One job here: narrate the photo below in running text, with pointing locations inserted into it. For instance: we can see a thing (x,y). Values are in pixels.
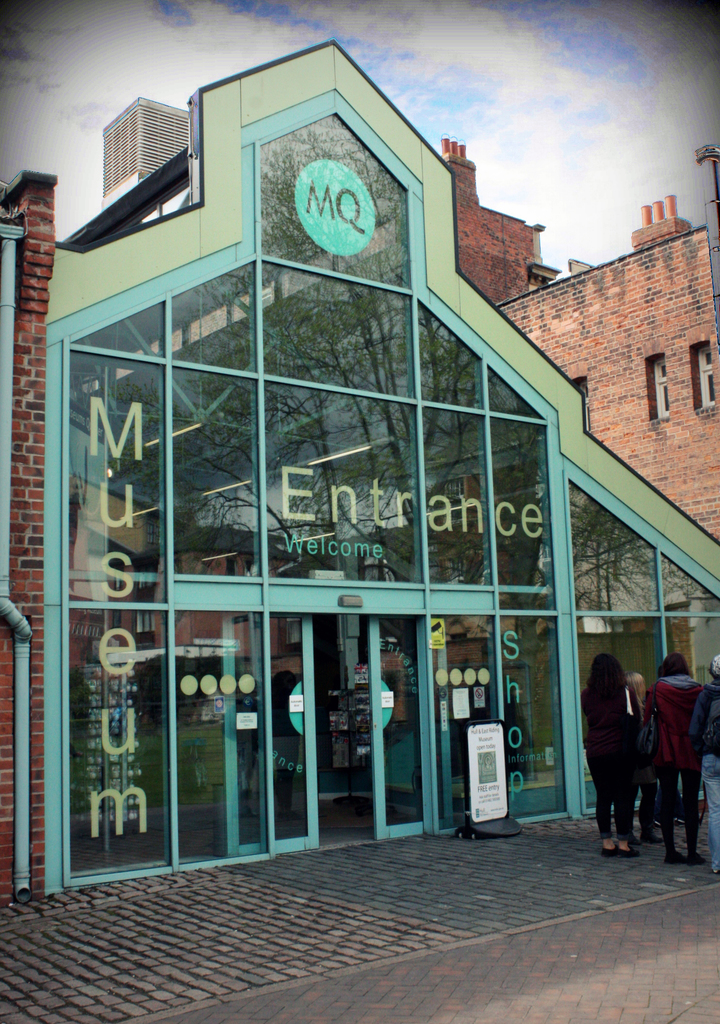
In the image there is museum (448,509) and there are few people (611,747) standing outside the museum (623,662), in the background (146,111) there are buildings (530,251).
